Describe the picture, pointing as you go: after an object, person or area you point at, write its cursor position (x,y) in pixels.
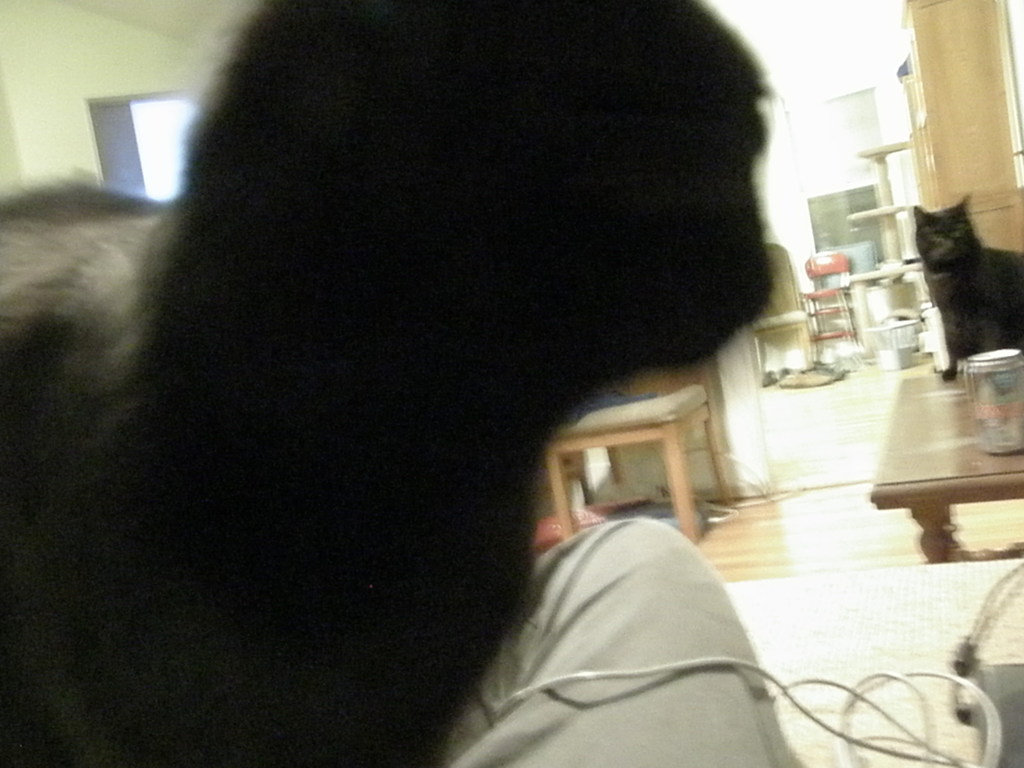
Here we see a table (895,445) on the floor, and cat (946,337) and tin (1004,371) on it, and here is the table (674,400) and at back (793,320) there is the chair (845,308) and some objects (886,322), and here is the wall (779,229), and here is the hair (371,253).
